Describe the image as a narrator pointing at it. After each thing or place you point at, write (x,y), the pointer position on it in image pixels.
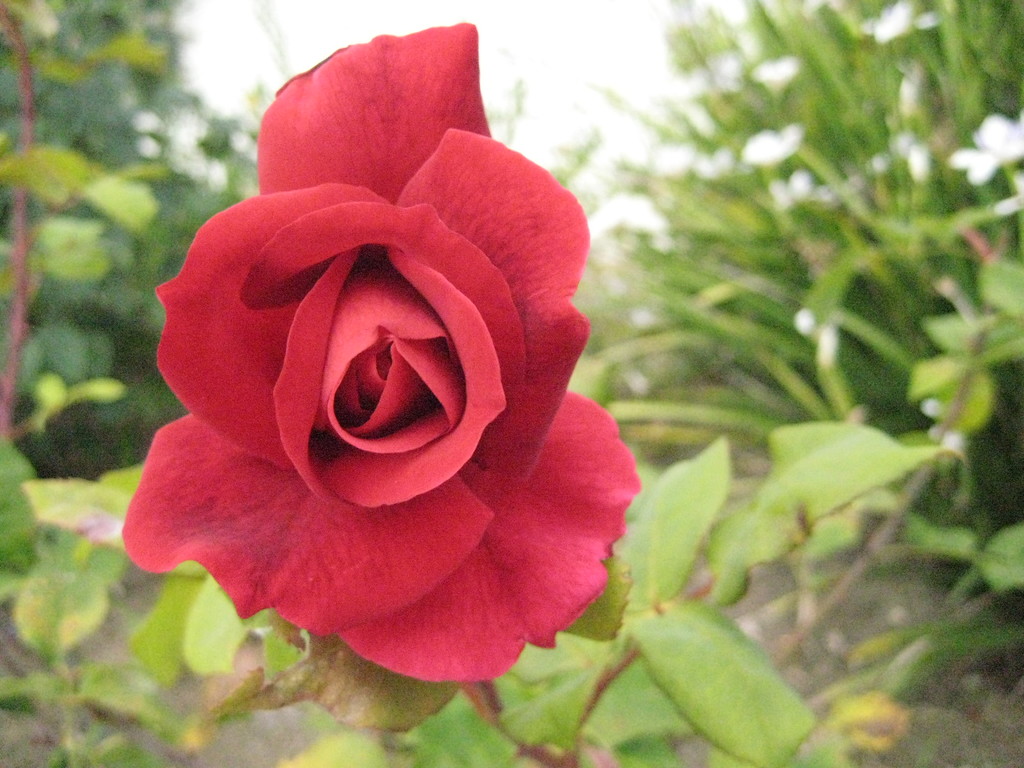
This image is taken outdoors. In the background (148,264) there are a few plants (773,304) with leaves (822,269) and stems (837,255). In the middle of the image (350,406) there is a plant (540,675) with leaves (549,686), stems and a beautiful flower (315,516) which is red in color.
